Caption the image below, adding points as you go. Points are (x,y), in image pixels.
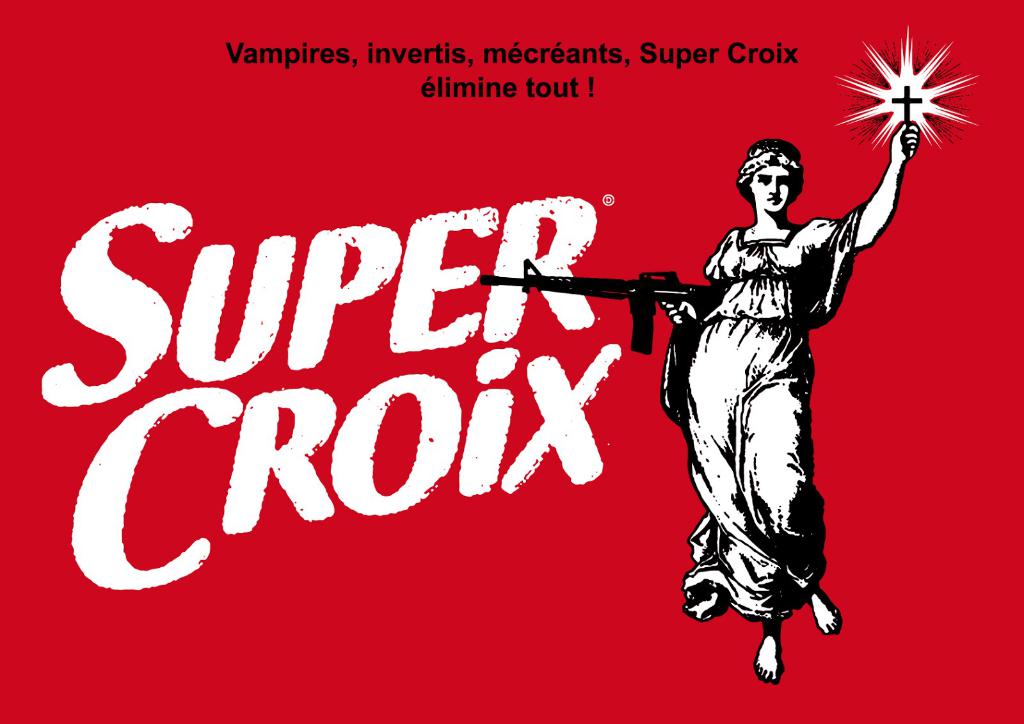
In the picture we can see a poster (496,553) which is red in color and written on it as super croix and a image of a woman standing and holding a gun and in the other hand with a cross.
